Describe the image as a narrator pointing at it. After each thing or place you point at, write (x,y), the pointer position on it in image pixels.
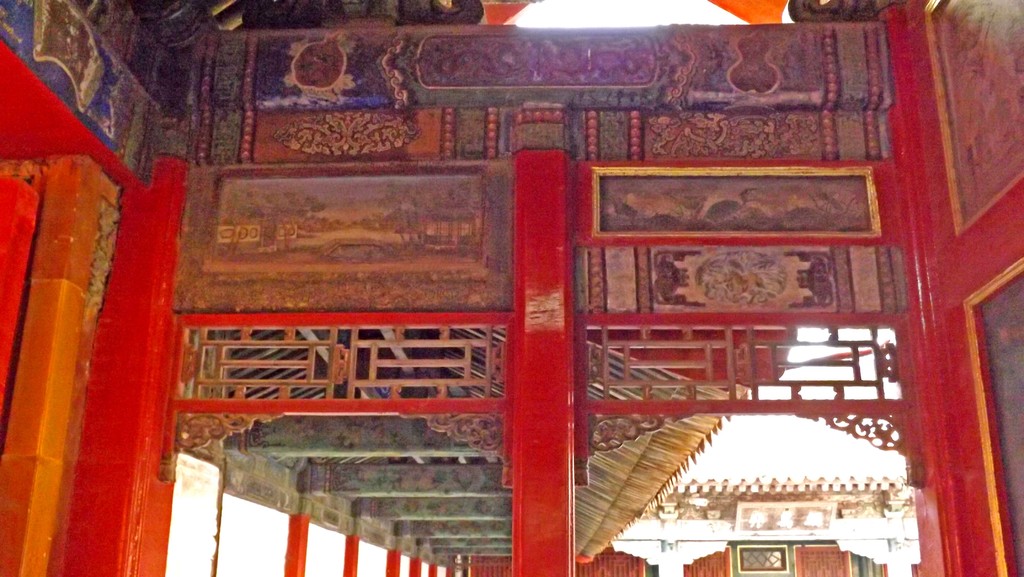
In the picture I can see an interior (569,473) of a building (599,414) whose walls (953,282) are in red color and there are few designs (359,281) on the walls (887,213).
